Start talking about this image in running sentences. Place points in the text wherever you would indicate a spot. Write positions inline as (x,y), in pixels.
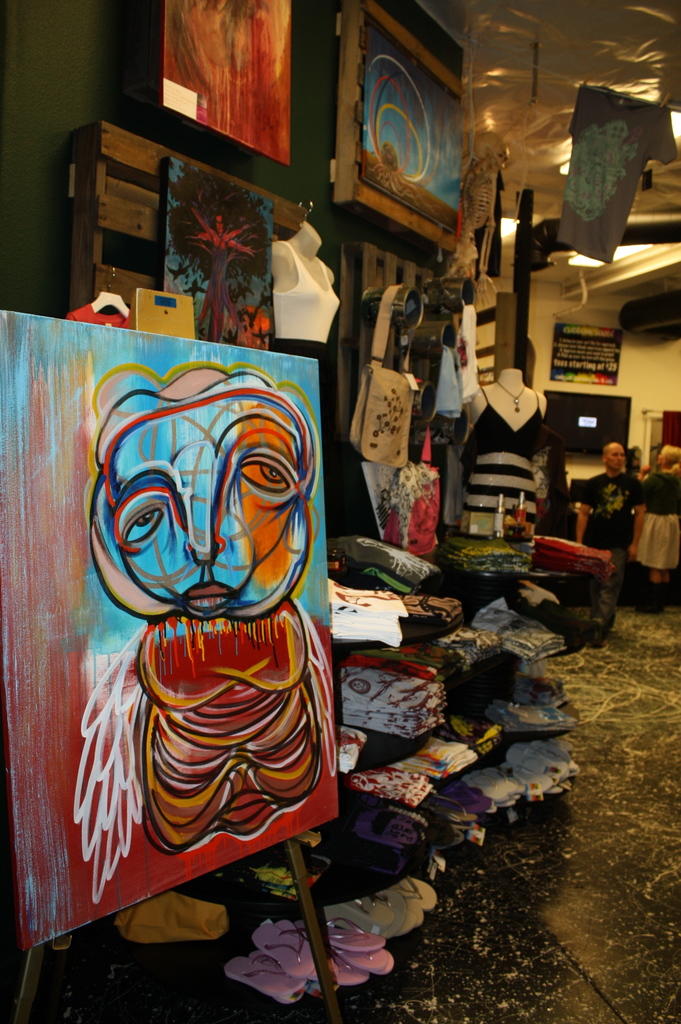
In this picture we can observe a painting (48,644) on the board (198,591). We can observe blue, red and white colors in this painting (150,722). There are some clothes (419,600) placed in the racks (370,746). We can observe sandals (367,959) on the floor (433,926). We can observe some people (616,532) on the right side (624,514). There are mannequins (509,409). In the background (628,356) there is a wall (629,382).
